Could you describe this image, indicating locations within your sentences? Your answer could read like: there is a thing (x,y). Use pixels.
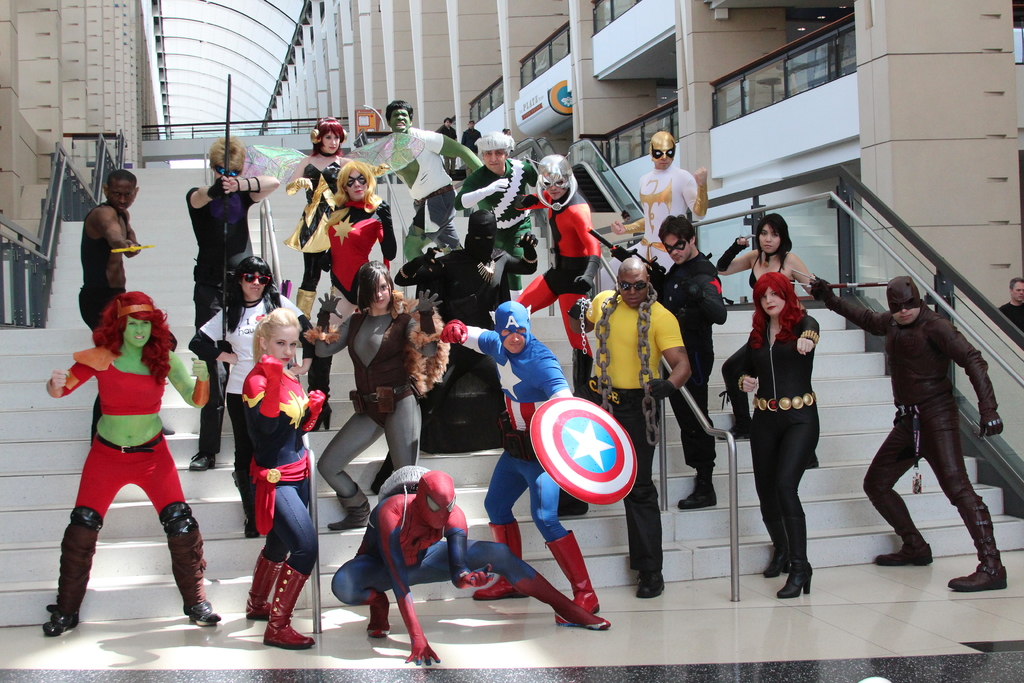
This image is taken indoors. In the background (339,66) there are walls (481,79), pillars (515,74), windows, balconies (745,101), railings (502,101) and doors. At the top of the image (236,33) there is a roof (234,58). In the middle of the image (401,234) there are many stairs (188,174). Many people (196,352) are standing on the stairs (626,546) and there are a few railings (809,237). At the bottom of the image (580,652) there is a floor (258,651).
